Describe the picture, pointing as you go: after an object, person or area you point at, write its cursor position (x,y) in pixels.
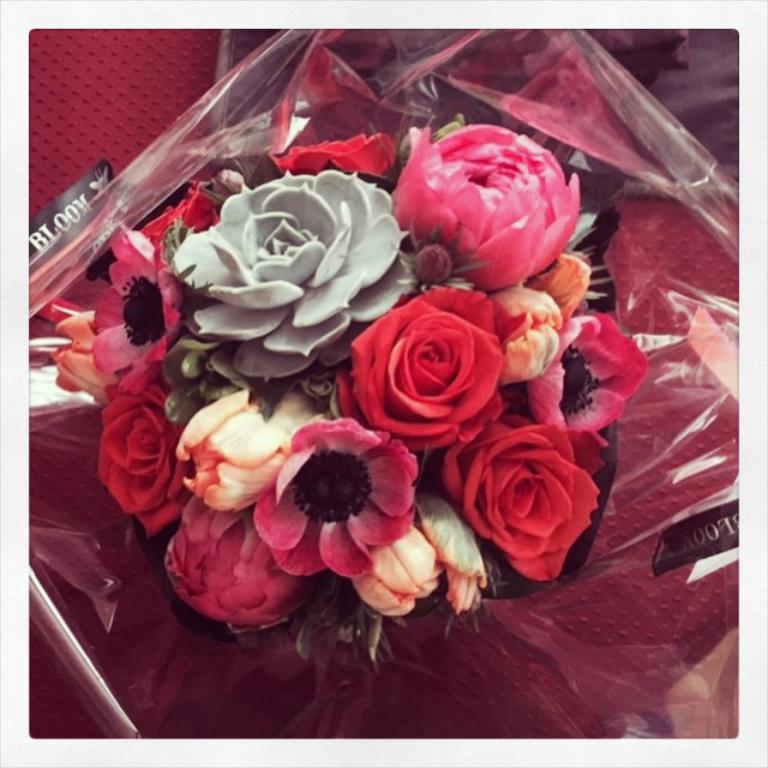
This picture contains flower bouquet (299,474). Behind that, we see a plastic cover (656,345). This bouquet (350,514) might be placed on the red color chair (51,136). In the background (134,138), it is red in color.
